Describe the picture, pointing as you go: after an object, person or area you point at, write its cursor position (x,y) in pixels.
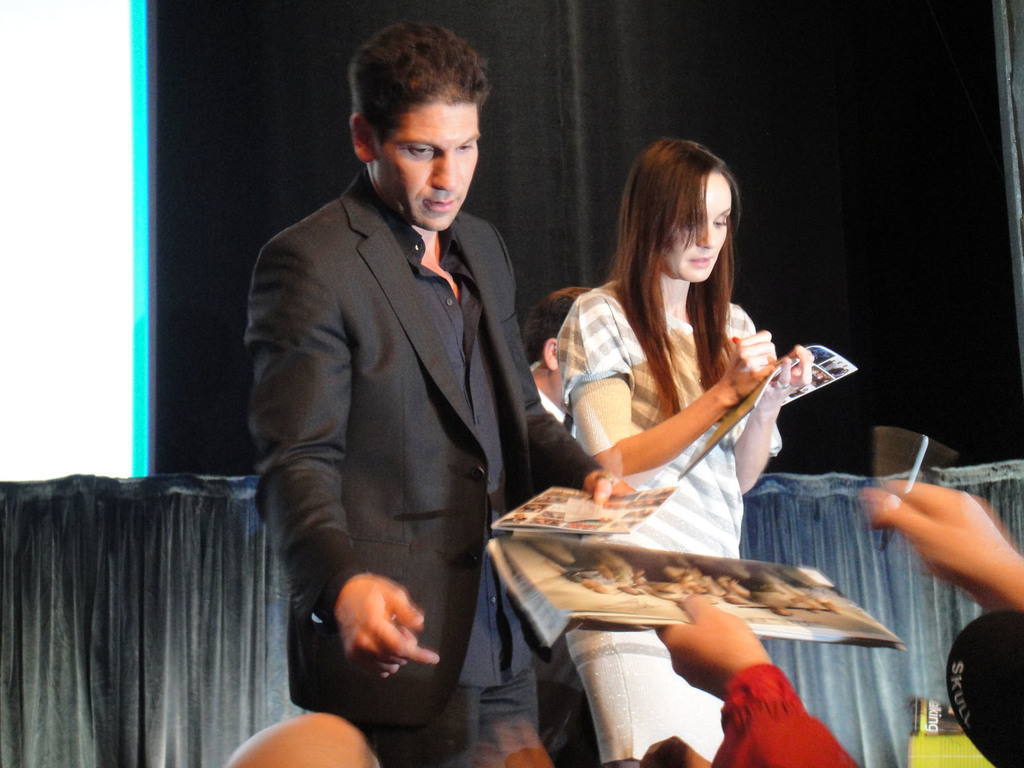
In this picture I can see a man (333,635) and a woman (647,249) standing and holding books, there are hands (710,640) of a person (785,714) holding a book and a pen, and in the background (674,96) there are curtains (835,501).
